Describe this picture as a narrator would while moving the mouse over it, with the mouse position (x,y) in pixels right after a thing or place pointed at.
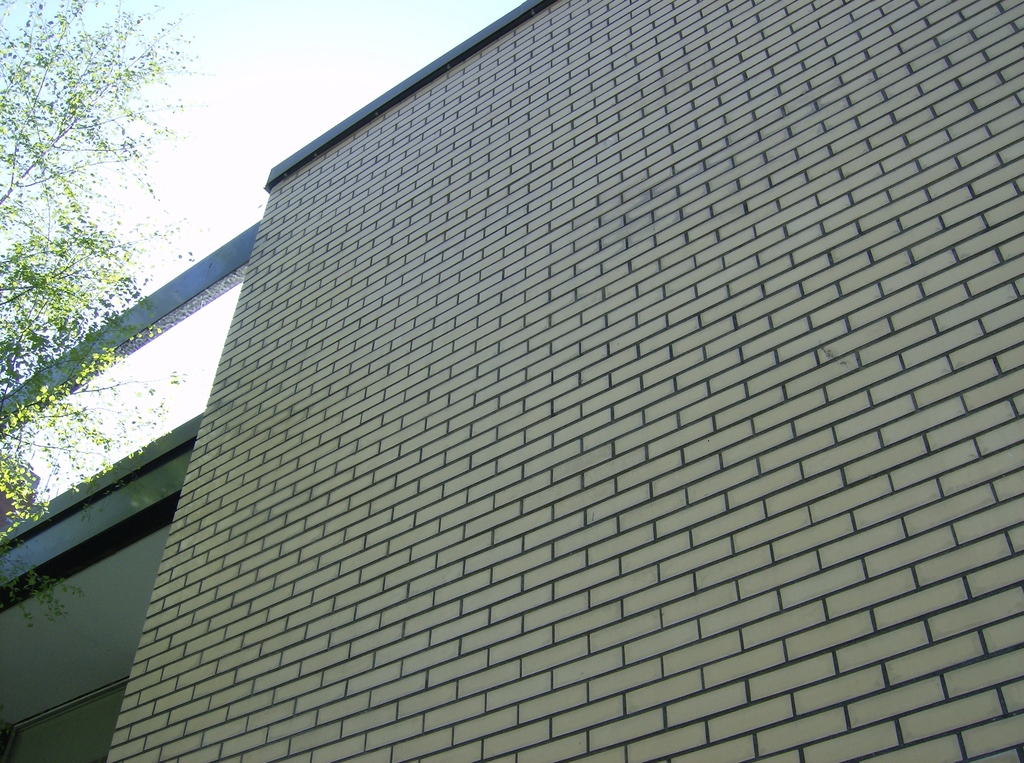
In this image there is a building (503,361), a tree (13,464) and the sky (225,152).
